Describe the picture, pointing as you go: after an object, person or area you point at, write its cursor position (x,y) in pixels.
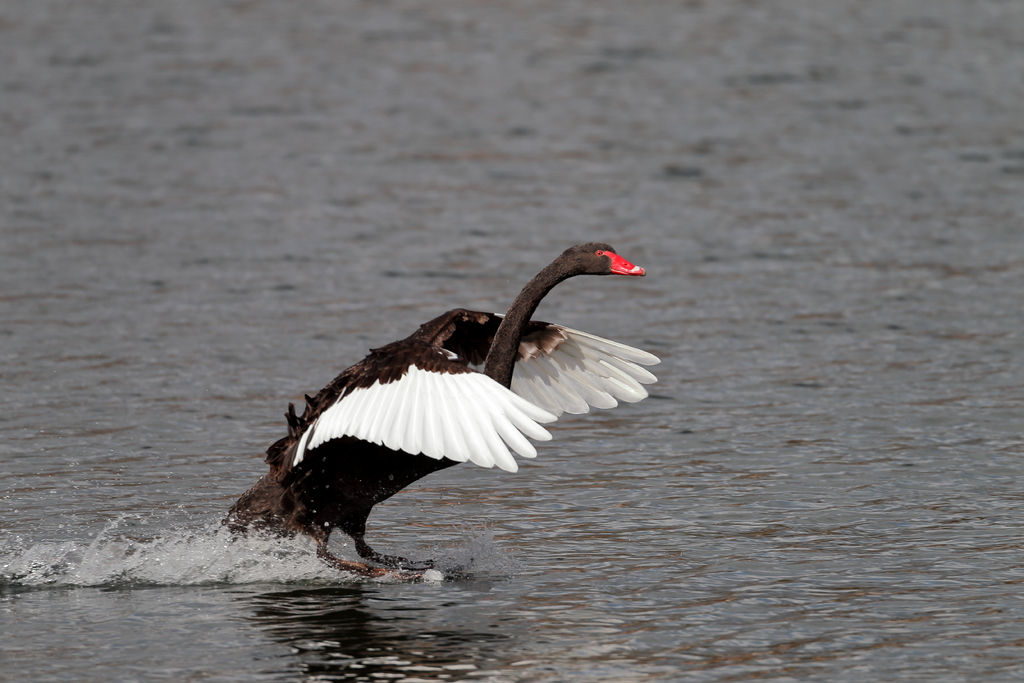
In this picture there is a swan (373,570) in the center of the image (407,441) on the water surface (312,378) and there is water (470,280) around the area of the image.
